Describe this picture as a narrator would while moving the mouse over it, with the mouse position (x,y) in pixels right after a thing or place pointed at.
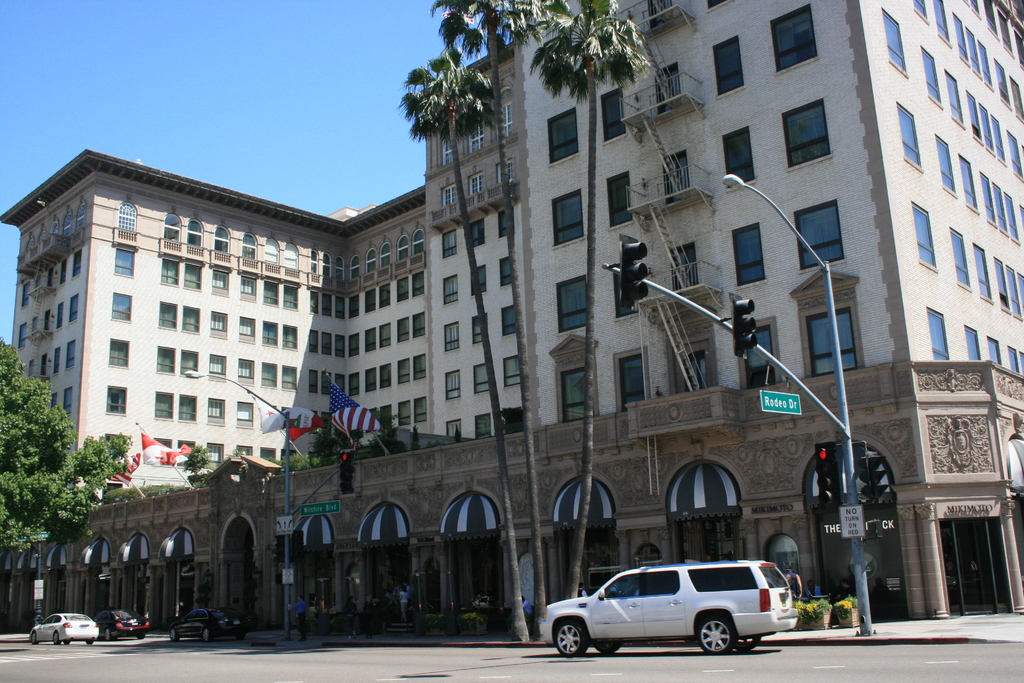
Here we can see four vehicles (87,617) on the road (113,658). In the background (271,568) there are few persons (581,584) standing and few (819,592) are sitting on the chair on the foot path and we can also see buildings (100,344), light poles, traffic signal poles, trees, windows (173,317), house plants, doors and sky (177,93).
